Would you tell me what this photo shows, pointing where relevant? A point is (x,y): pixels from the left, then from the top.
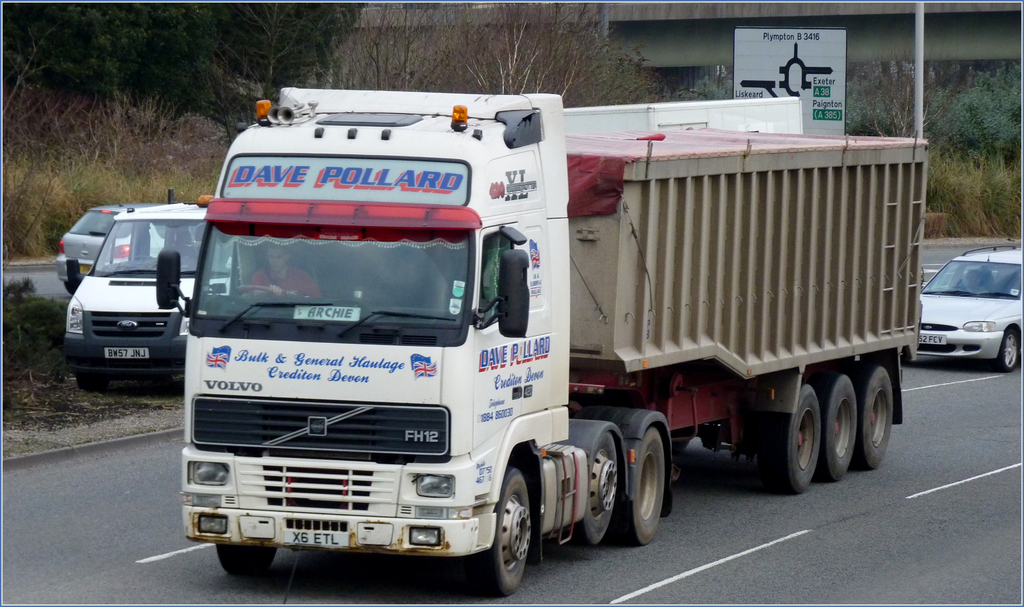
As we can see in the image there is a truck (186,355), cars (178,310), banner (735,76) and trees (228,78). In the background (747,13) there is a bridge (882,9).
